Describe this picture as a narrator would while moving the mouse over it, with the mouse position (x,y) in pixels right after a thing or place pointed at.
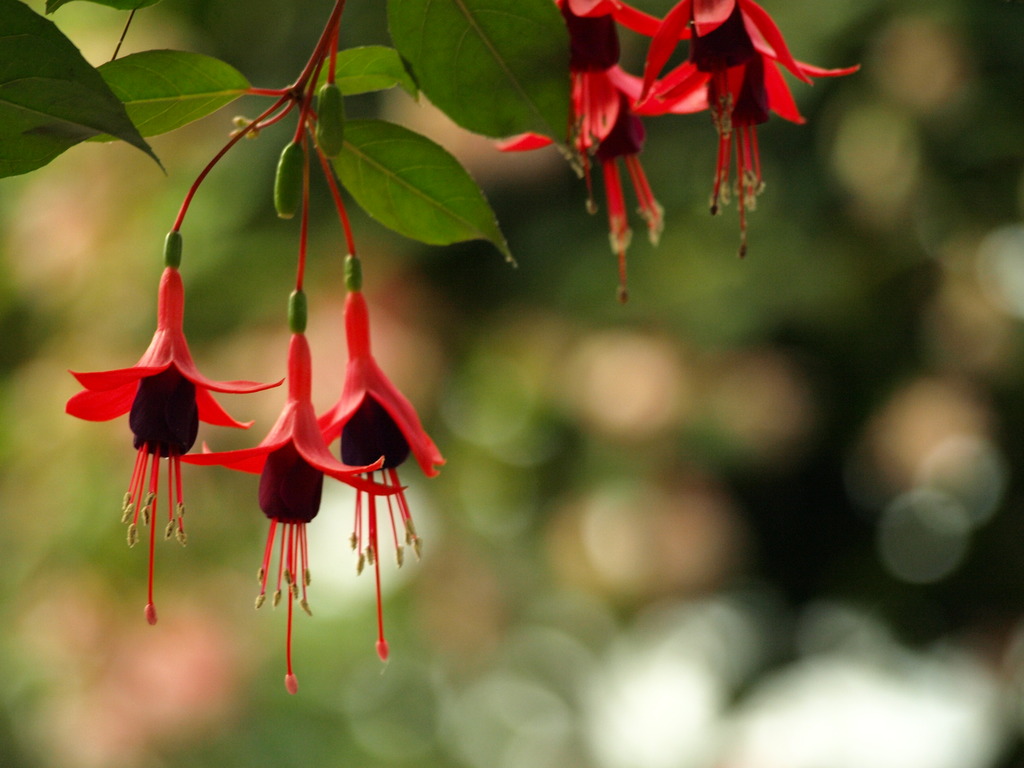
In this image there is a plant (46,94) truncated towards the top of the image (473,87), there are flowers (355,410), the background of the image (73,230) is blurred.
